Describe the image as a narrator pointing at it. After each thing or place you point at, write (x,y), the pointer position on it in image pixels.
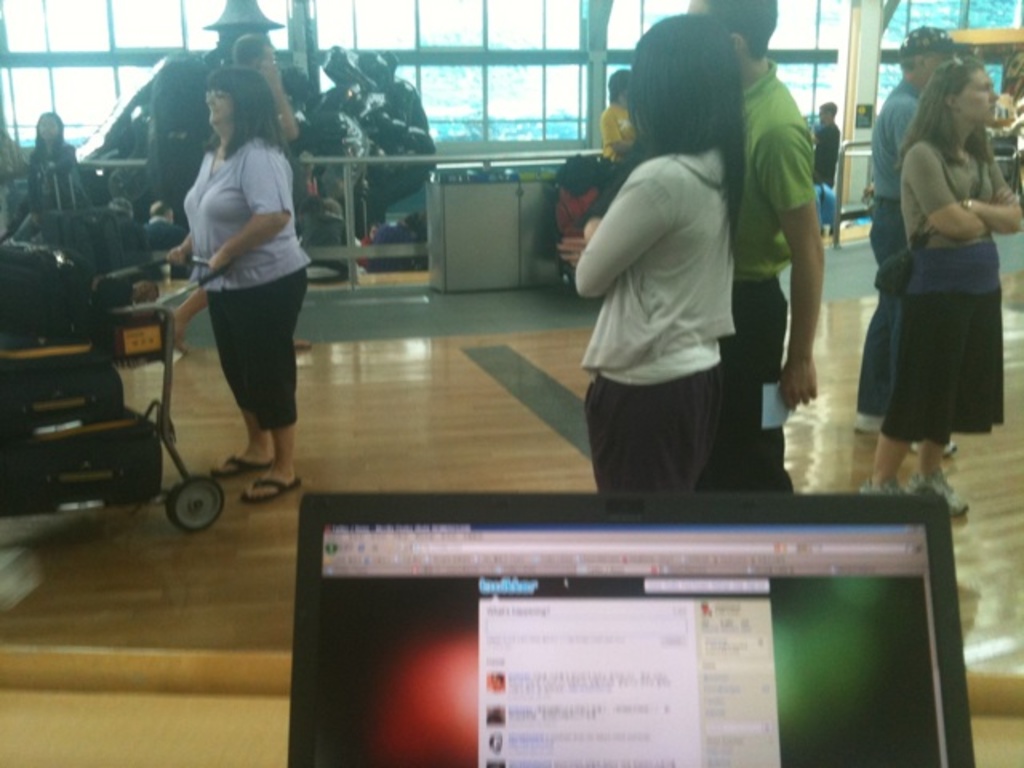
This is an inside view. At the bottom (605,698) there is a laptop (573,636) on a table (205,725). In the middle of the image (667,294) there are few people (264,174) standing on the floor (425,408). On the left side (229,201) there is a woman (227,212) holding a trolley (170,385). In the background (355,237) there are few objects (438,209) and a railing (345,184). At the top of the image (528,47) there is a glass (525,74) through which we can see the outside view. On the right side (854,105) there is a pillar (849,107).
